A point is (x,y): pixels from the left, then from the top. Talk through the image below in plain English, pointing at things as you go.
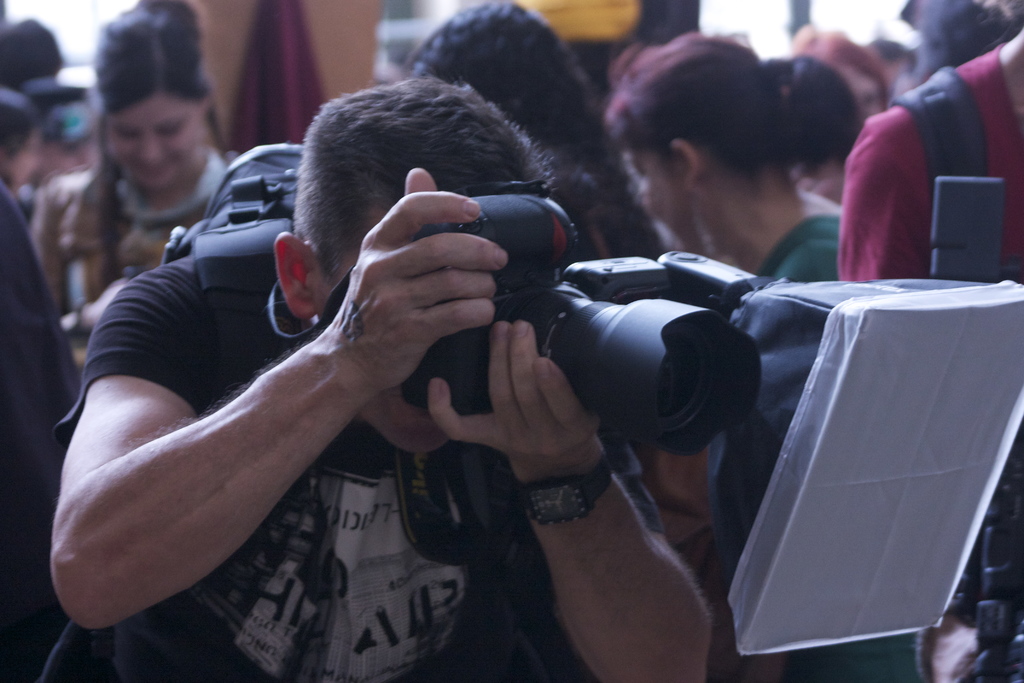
In this image there are group of persons (656,497) in the foreground (576,376) there is one person (202,513) who is wearing a bag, and he is holding a camera (591,349) and clicking pictures. On the right side (865,522) there is one board (941,391), and in the background (528,14) there are some persons (457,49) and some other objects (264,49).
